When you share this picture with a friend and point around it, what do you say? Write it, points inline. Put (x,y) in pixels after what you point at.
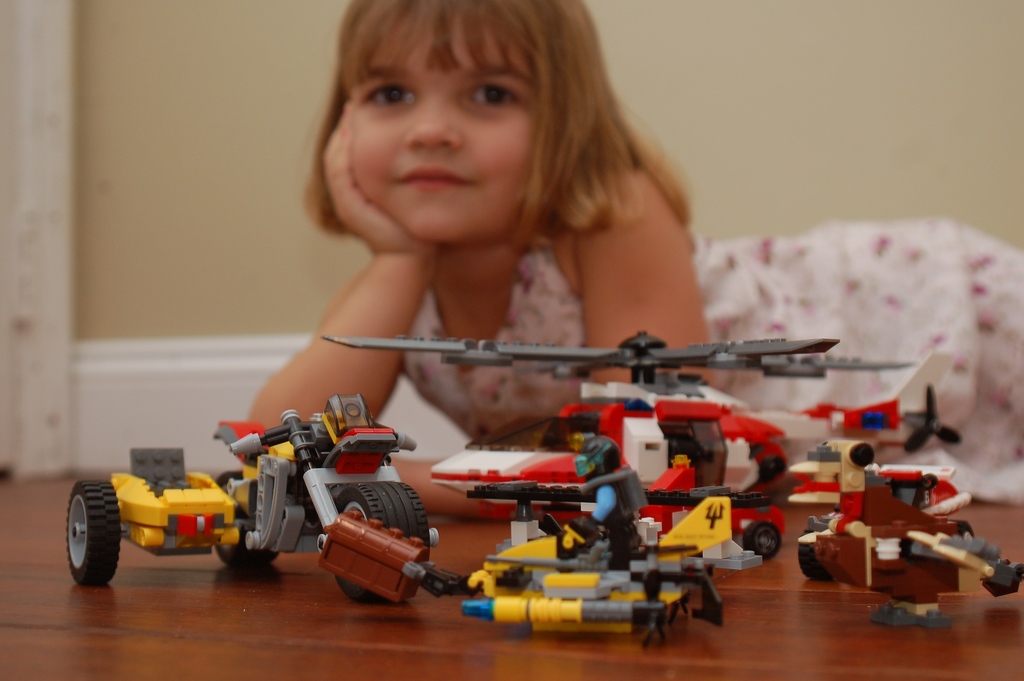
In this image we can see a girl (986,317) on the floor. In front of the girl (346,371) we can see the toys (150,473). Behind the girl (402,206) we can see the wall (808,133).
